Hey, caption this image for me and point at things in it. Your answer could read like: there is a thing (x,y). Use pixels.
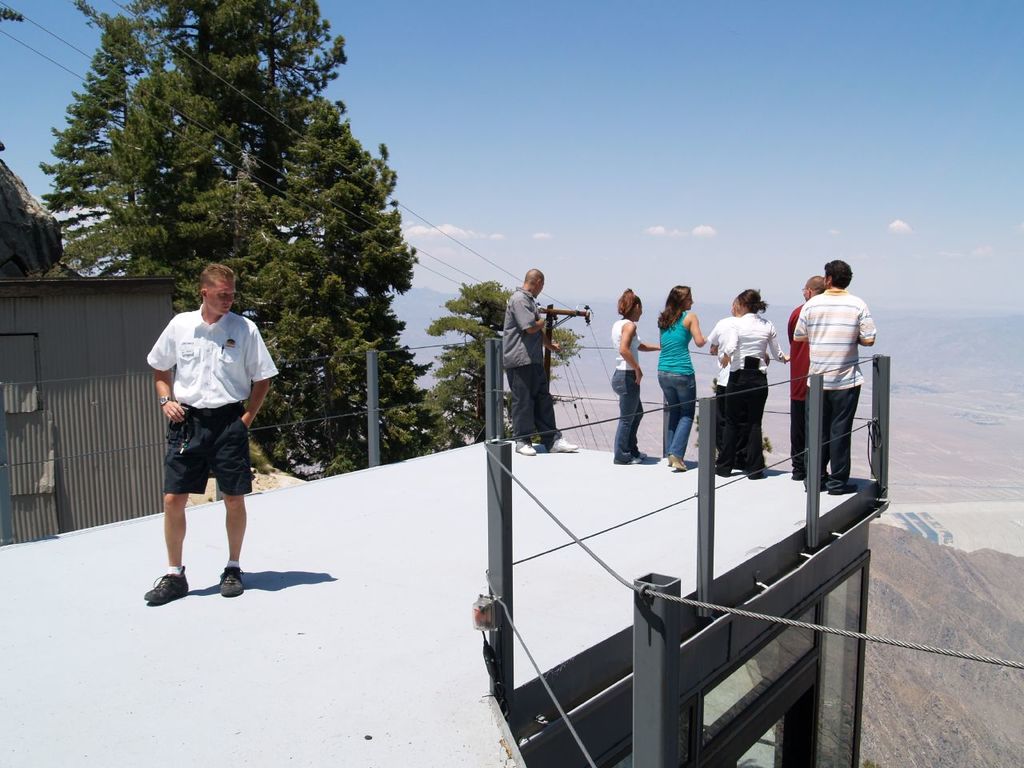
In this image there are a few people (682,401) standing, in front of them there is a rope fence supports with metal rods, in the background of the image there are trees (339,367), mountains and a metal shed (90,407) and there are cables (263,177) passing from the top.
